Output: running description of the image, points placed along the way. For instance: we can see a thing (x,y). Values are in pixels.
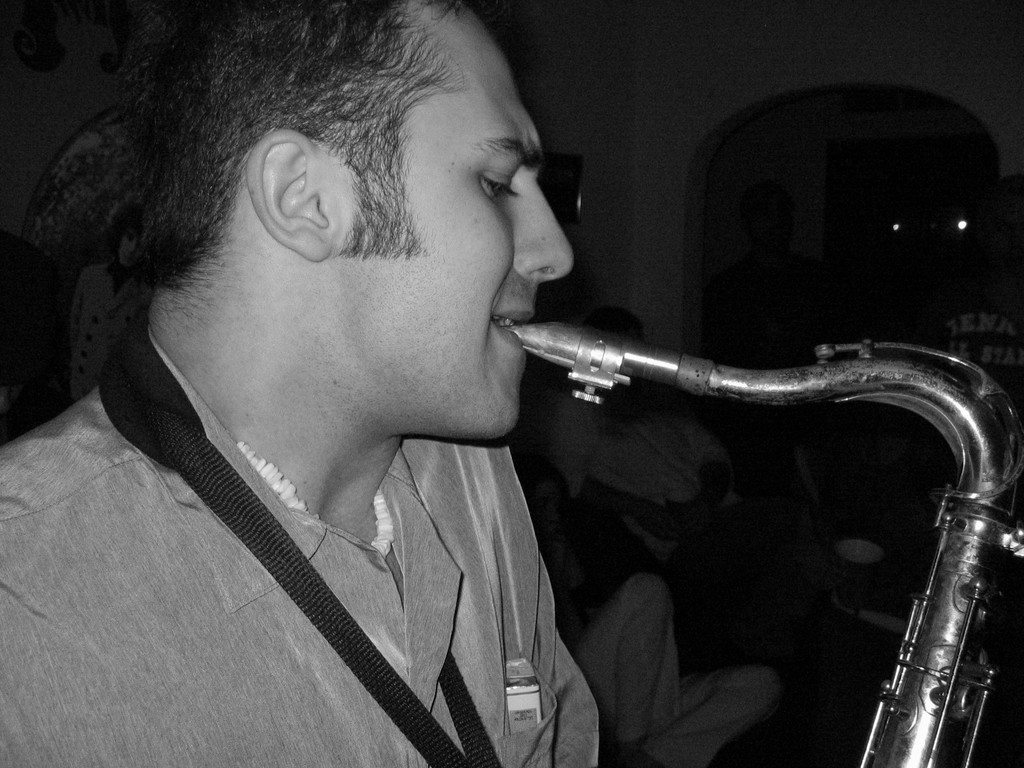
This is a black and white pic. In this image we can see a man (382,405) is playing a musical instrument (976,687) with his mouth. In the background (661,760) there are few persons (627,762), wall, lights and objects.
